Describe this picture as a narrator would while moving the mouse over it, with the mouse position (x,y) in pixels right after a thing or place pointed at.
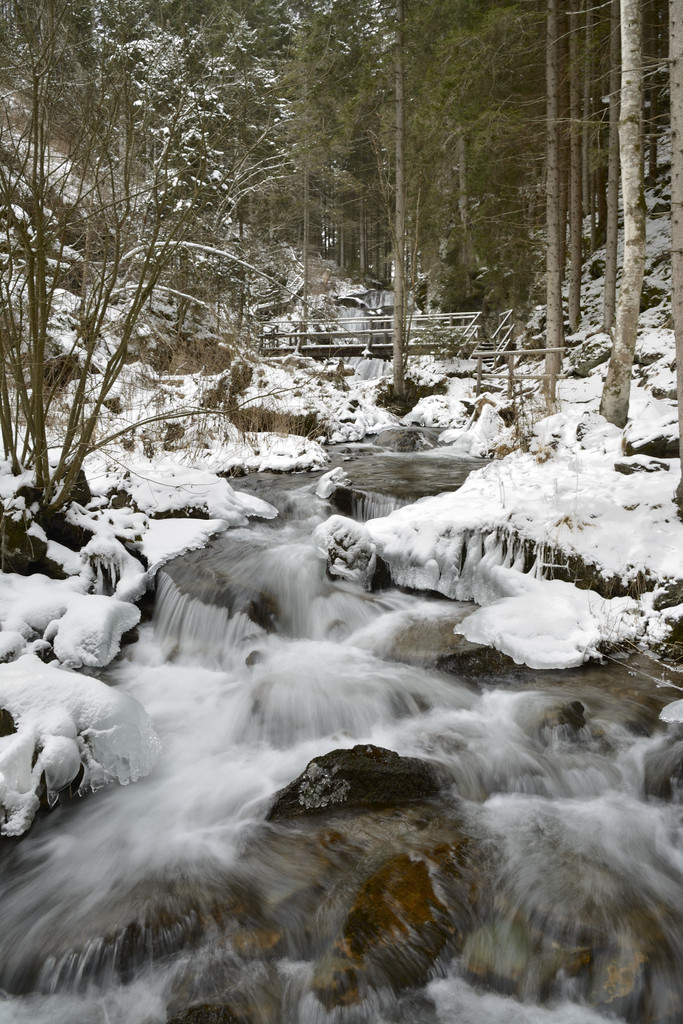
In this picture there are trees (504,234) and there is a mountain (76,312). At the bottom (203,839) there is water (437,600) and there is snow (494,571). At the back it looks like a bridge (299,320).
